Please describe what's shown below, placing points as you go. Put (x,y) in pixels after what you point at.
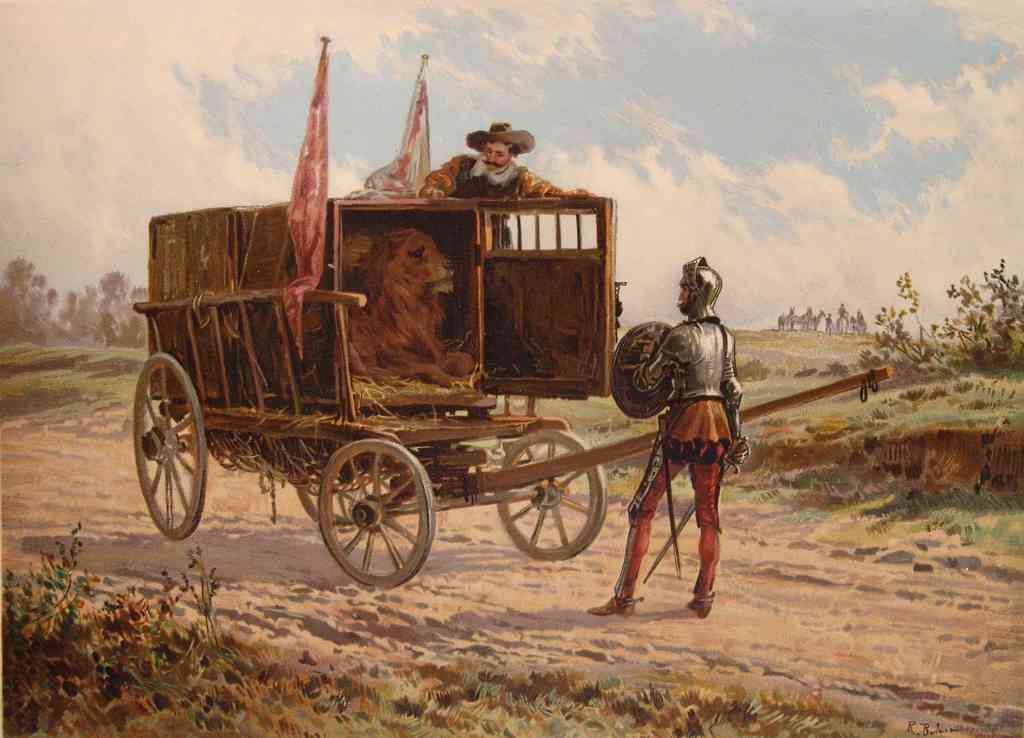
This is a painting. In the image there is a cart (456,261) with lion (426,304), flags (316,253) and a man (495,142) is standing on the cart (498,260). On the ground (114,535) there is a man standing and holding the shield (660,346). In the background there are trees (914,310). At the top of the image (144,128) there is a sky (808,85).
